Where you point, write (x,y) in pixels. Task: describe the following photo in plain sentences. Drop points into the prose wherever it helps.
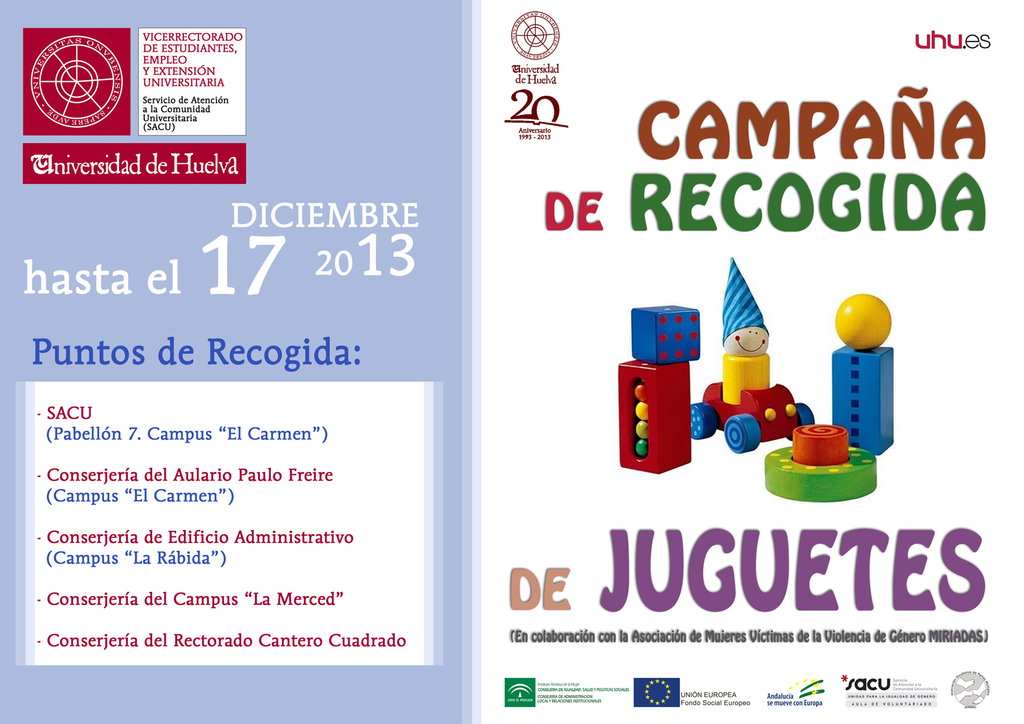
There is a graphic image with spanish text (208,269) all over it and some toy pictures (666,374) in the middle (668,416).
